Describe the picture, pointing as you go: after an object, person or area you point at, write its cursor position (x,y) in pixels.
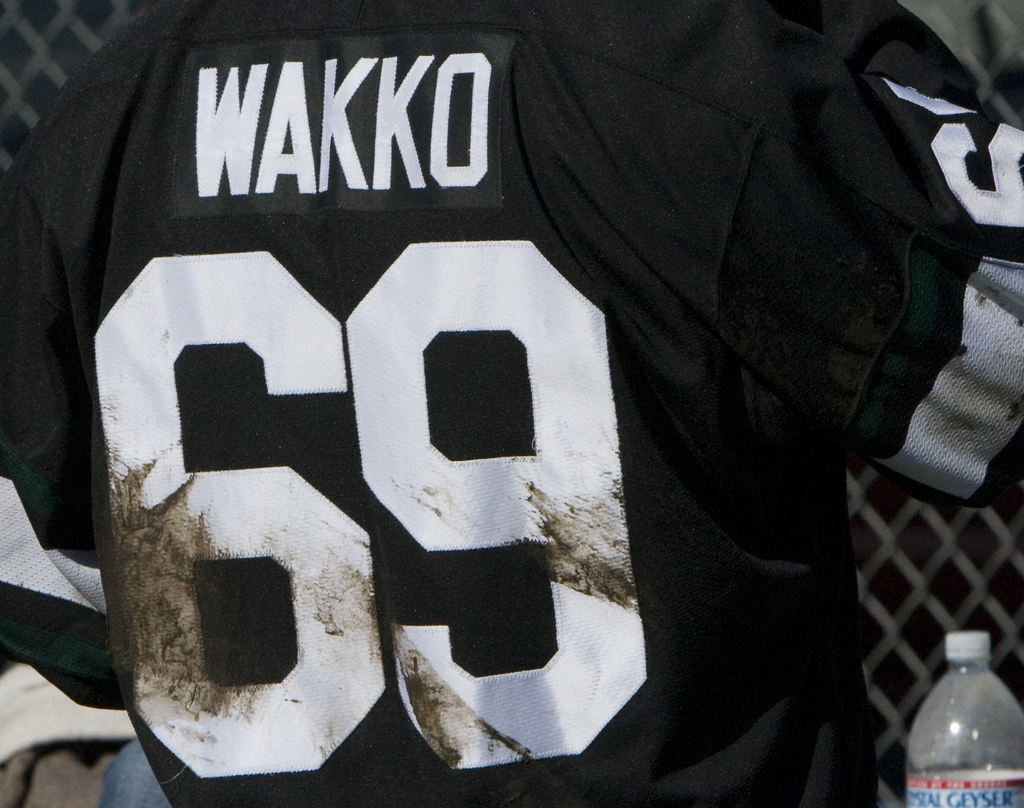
In this image there is man (505,216) wearing a black colour shirt (675,280) where we can read on the back side of the shirt (357,199) wakko and the number 69 (399,516) on the right side (985,709) there is a bottle (974,690) with a white colour lid (969,651) and a name (951,800) written on a bottle (967,794) geyser.
